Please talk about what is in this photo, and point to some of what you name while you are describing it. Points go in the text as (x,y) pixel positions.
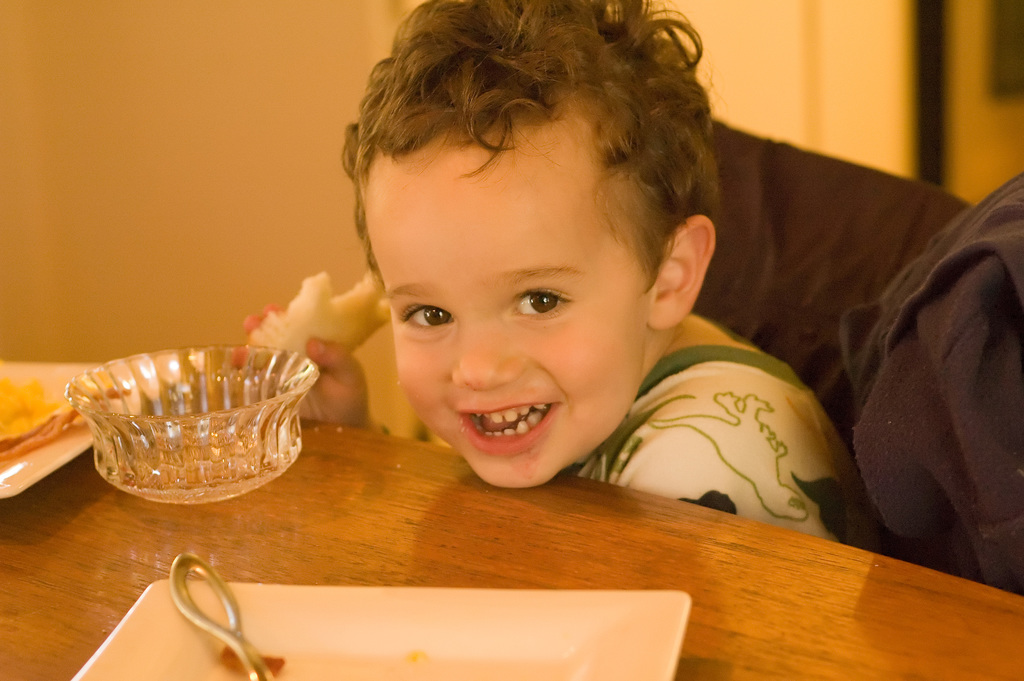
In this picture I can see a baby (455,317) sitting in front of the table (443,531), on which I can see some object (203,481) are placed.
